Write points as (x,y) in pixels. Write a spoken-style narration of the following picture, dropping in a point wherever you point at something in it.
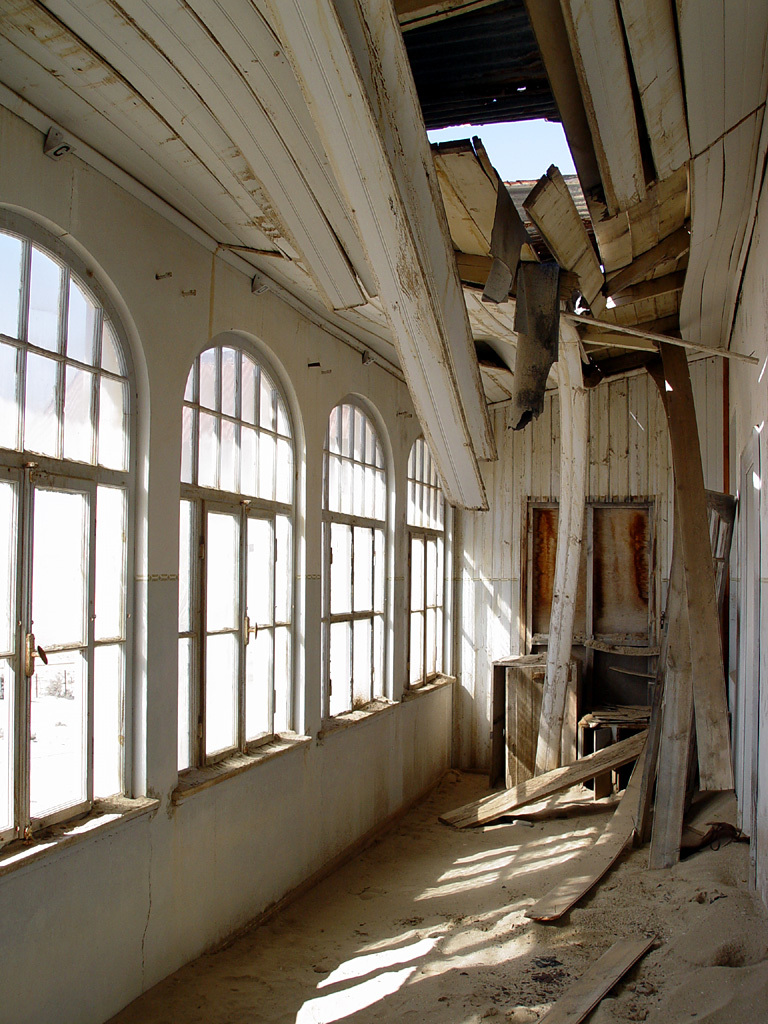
In this image there is a room (734,453), on the floor (266,945) there is sand (591,901), on the left side (1,238) there are windows (181,523), at the top (125,88) there is a broken wooden ceiling (111,54), in the background (676,683) there are wooden planks (669,613).
